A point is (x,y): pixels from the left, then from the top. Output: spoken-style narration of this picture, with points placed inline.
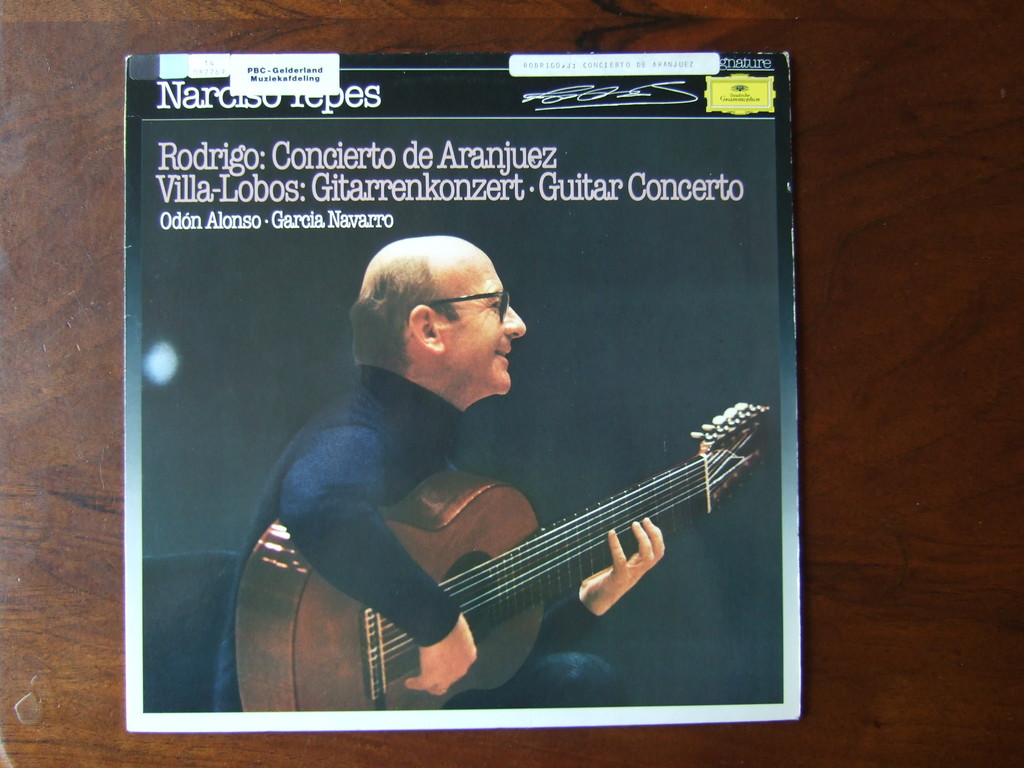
In this image, we can see a poster (243,645) on the surface (22,656). We can see some image (409,290) and text (437,183) on the poster (513,548).
